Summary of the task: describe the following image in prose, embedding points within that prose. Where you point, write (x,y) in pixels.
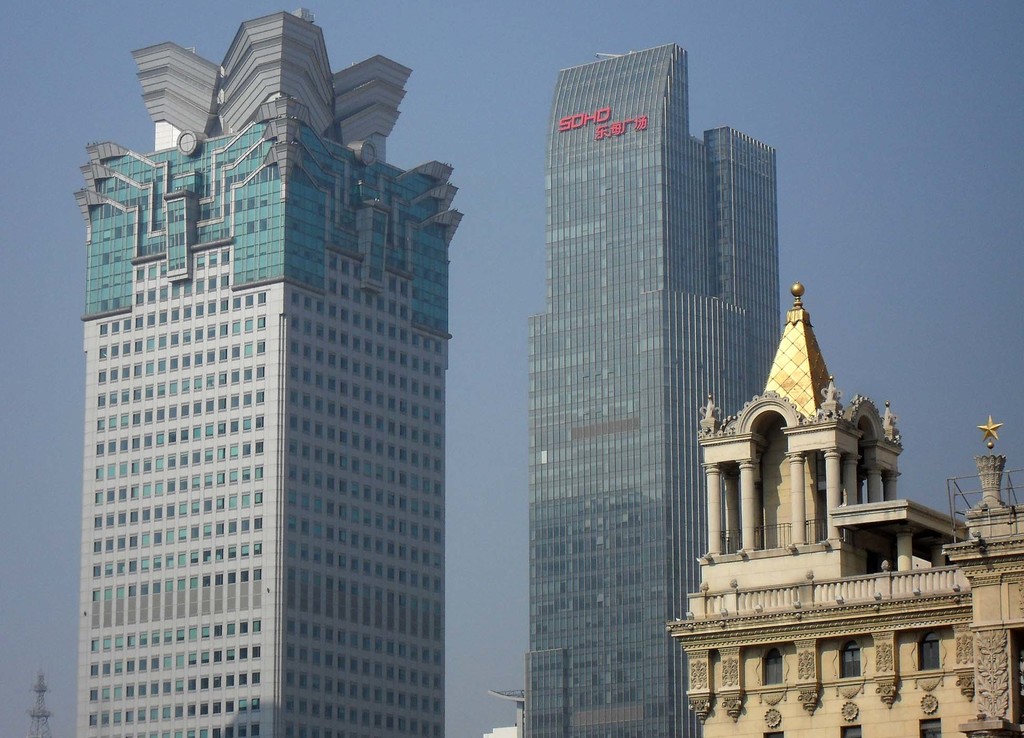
In this image there are few buildings (167,364). Left bottom there is a tower (39,697). Behind buildings (652,307) there is sky (520,236).
